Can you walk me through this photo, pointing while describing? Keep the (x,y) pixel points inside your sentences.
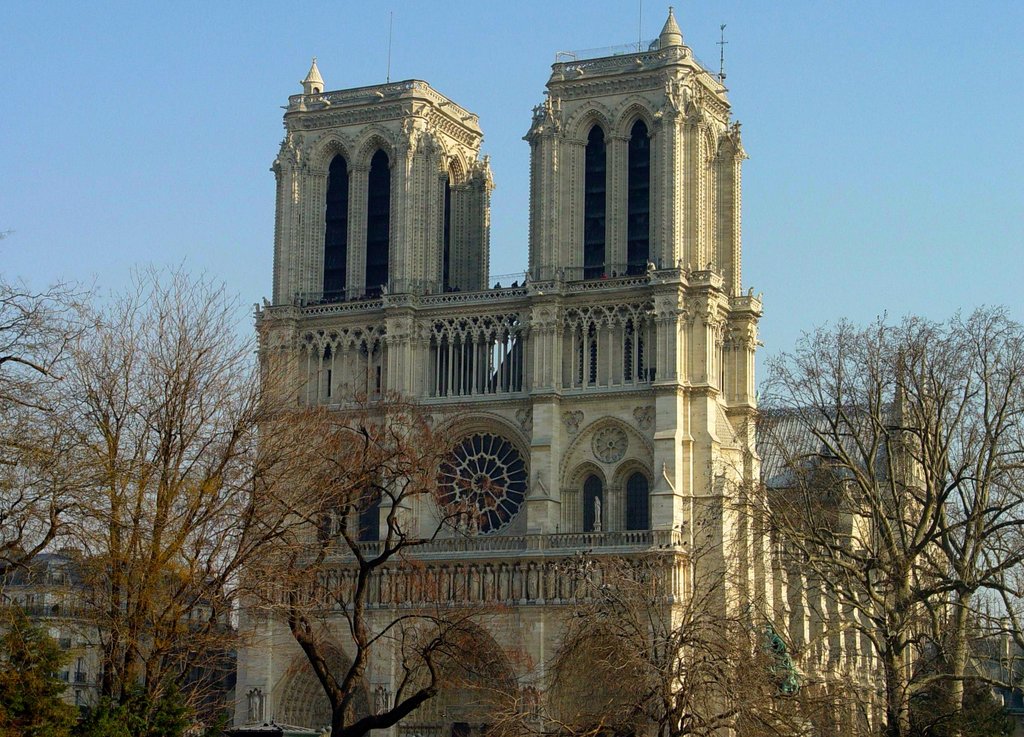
In the image there is a building (406,351) in the back (393,187) with trees (305,614) in front of it and above its sky (148,77).
